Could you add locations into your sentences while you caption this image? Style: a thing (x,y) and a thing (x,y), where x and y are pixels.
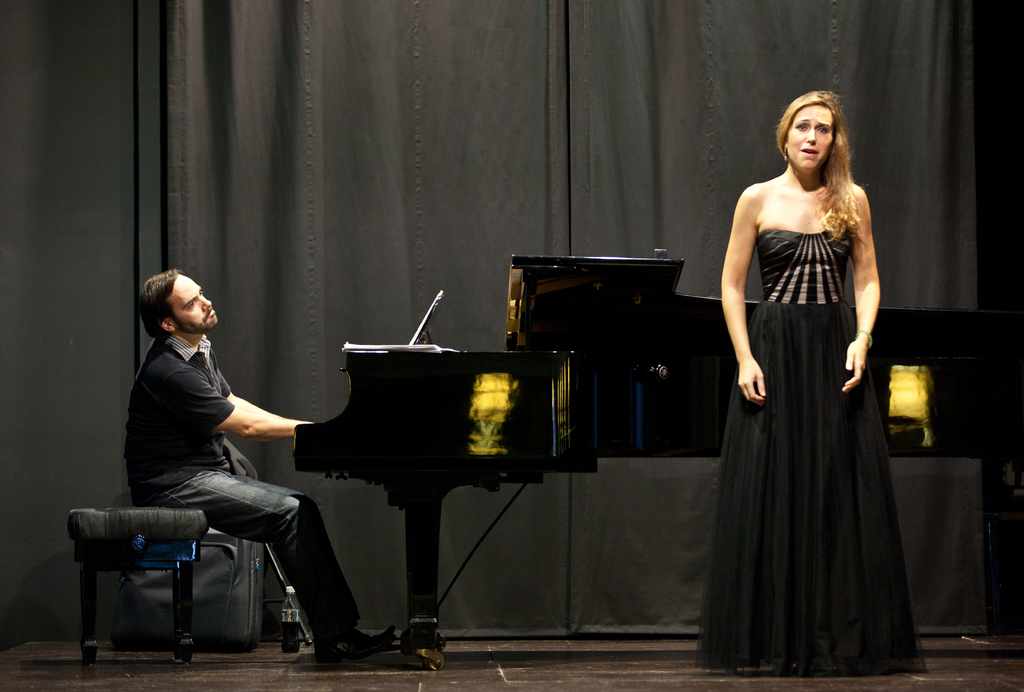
In this Image I see a man (144,430) who is sitting on the stool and he is playing a keyboard (591,334) and I see a woman (761,431) who is standing over here. In the background (556,498) I see the black curtain (516,27).
